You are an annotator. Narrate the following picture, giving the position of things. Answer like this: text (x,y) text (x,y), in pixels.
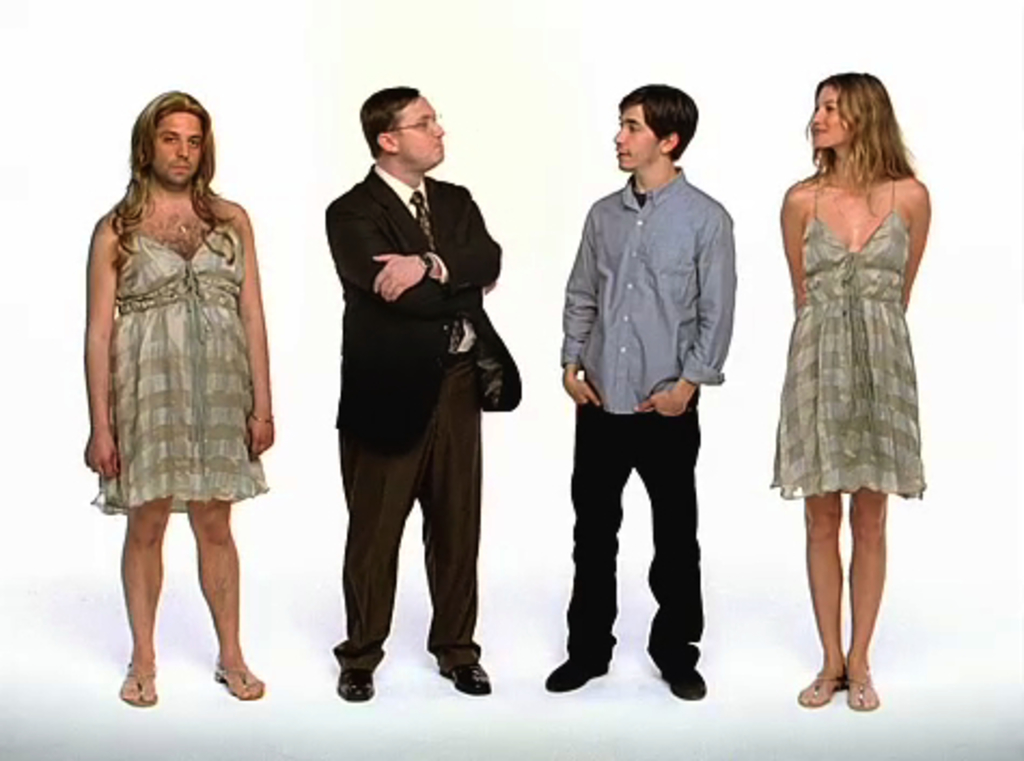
In this image we can see people (161,438) standing.
